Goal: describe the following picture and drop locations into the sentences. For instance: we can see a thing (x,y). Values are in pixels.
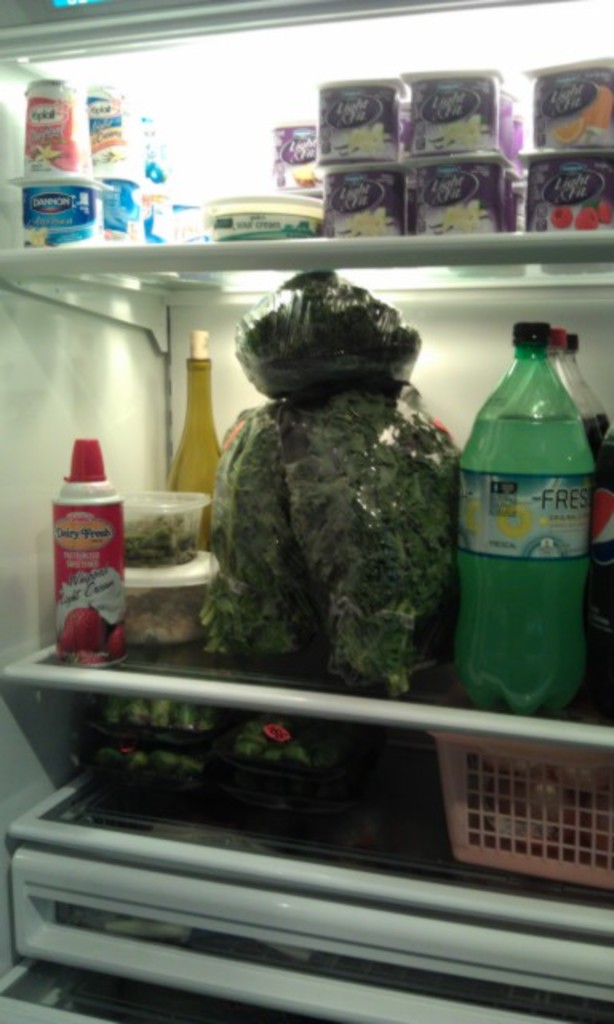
In this image we can see some boxes (456,175) different types of bottles (537,500) filled with liquid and some vegetables (385,650) are been placed it look like a refrigerator (255,185).
